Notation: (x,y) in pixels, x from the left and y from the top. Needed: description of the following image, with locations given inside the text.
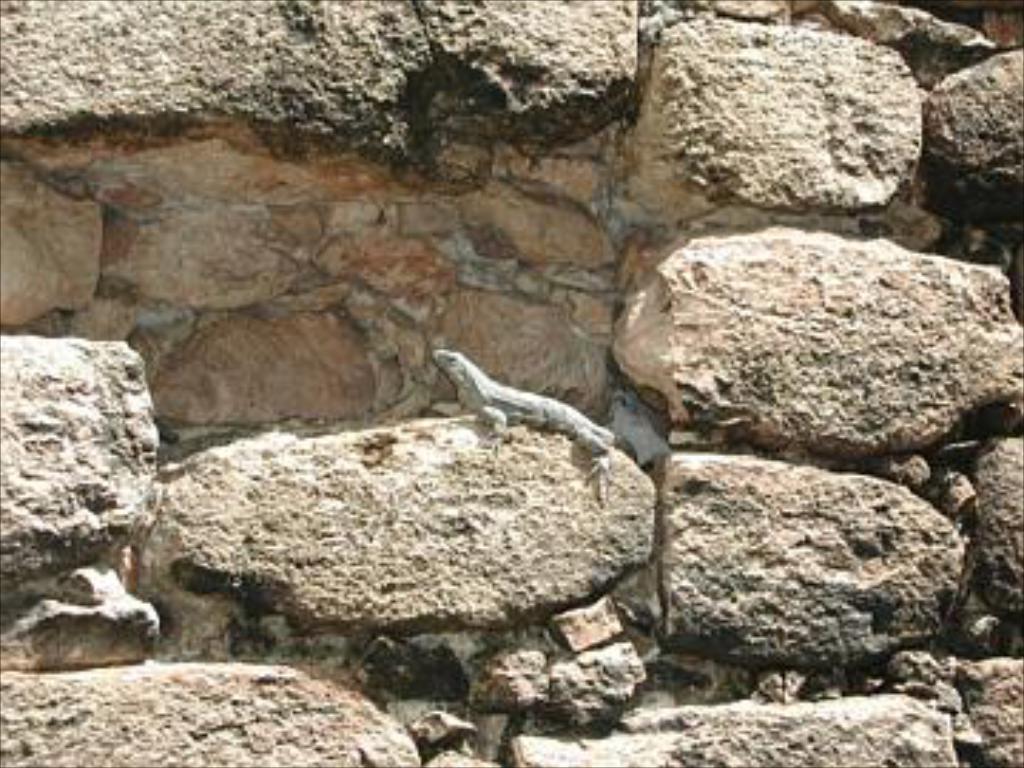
In the picture there is a wall (158,151) built with huge stones (754,286) and there is a lizard (493,406) on one of the stone (450,481).
